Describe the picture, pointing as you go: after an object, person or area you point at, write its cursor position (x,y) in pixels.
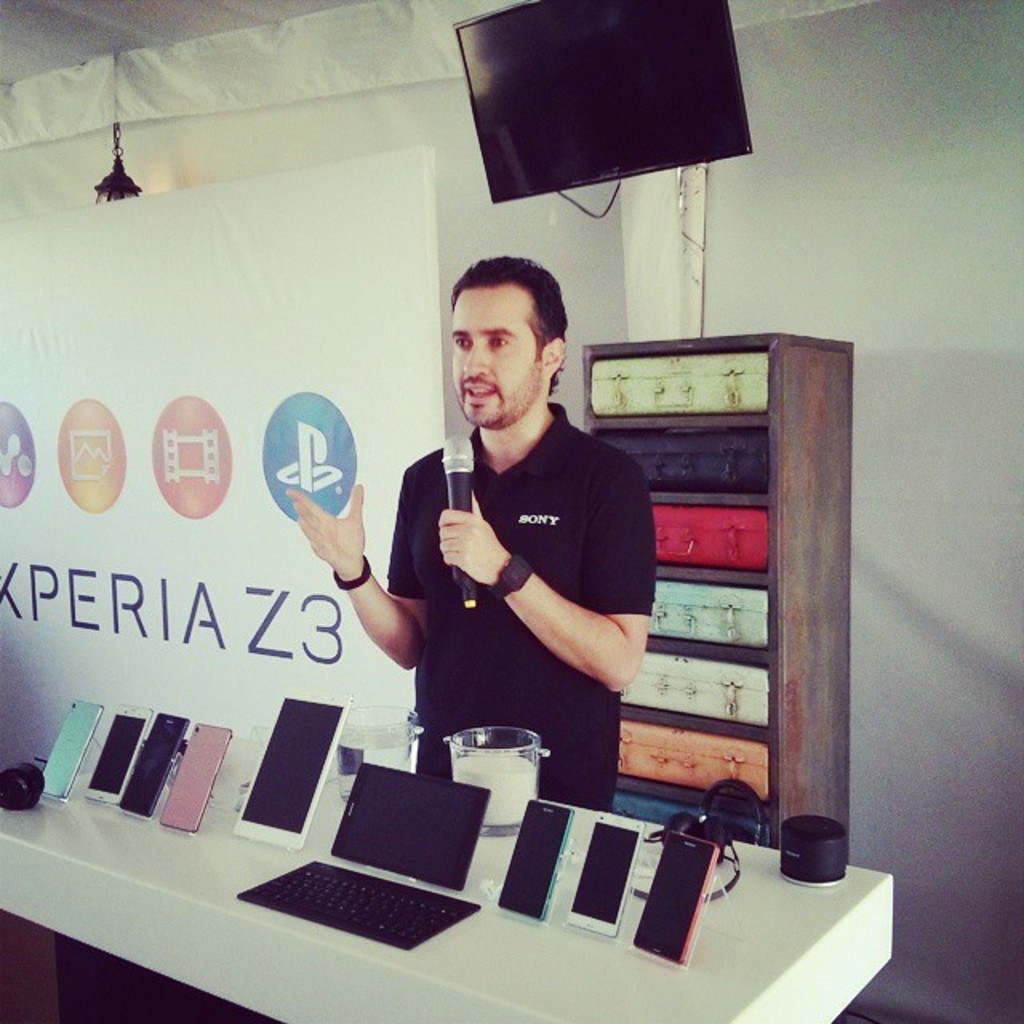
In this image I can see a person (488,544) holding the mike (465,507). Also there are mobiles (412,837), keyboard (345,903) and some other objects (466,755) on the desk (537,993). And back of the person (585,582) there is a wooden shelf (829,520) and at the top of the image (674,13) there is a television (515,69) and there is a white object (891,244) and banner (276,257) in the background (276,257).
